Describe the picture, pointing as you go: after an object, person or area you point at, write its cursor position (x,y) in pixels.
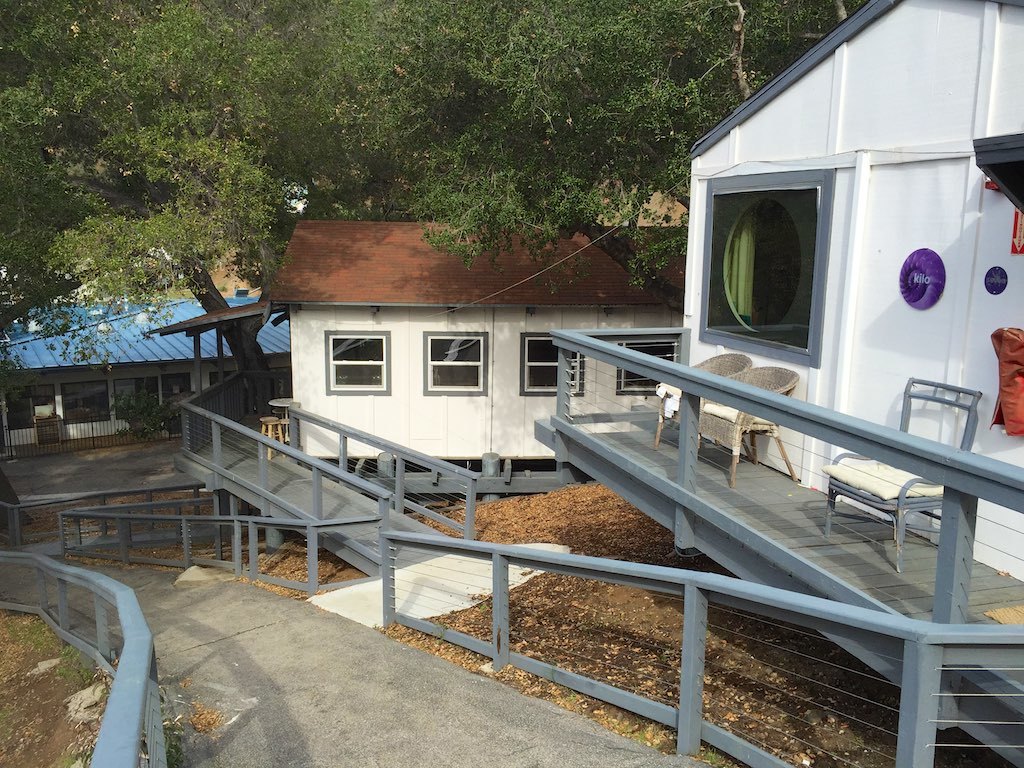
In this picture we can see there are walkways (732,468), iron grilles (684,437), houses (795,464) and trees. There are three chairs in the balcony (750,475).
